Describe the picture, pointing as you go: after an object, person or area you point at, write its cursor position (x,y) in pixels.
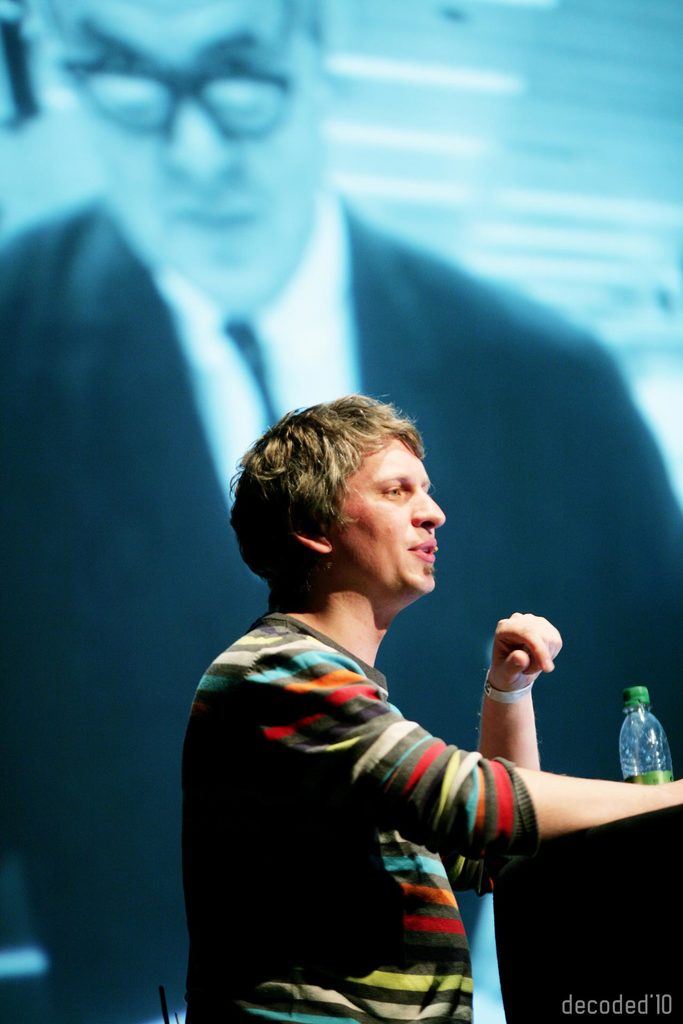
In this image man (246,646) standing in the center (258,670) taking rest on the table (618,887) in front of him. There is a green colour bottle (652,742). In the background (198,278) there is a screen (416,200) in which a man (274,335) wearing a suit (99,360) is seen.
